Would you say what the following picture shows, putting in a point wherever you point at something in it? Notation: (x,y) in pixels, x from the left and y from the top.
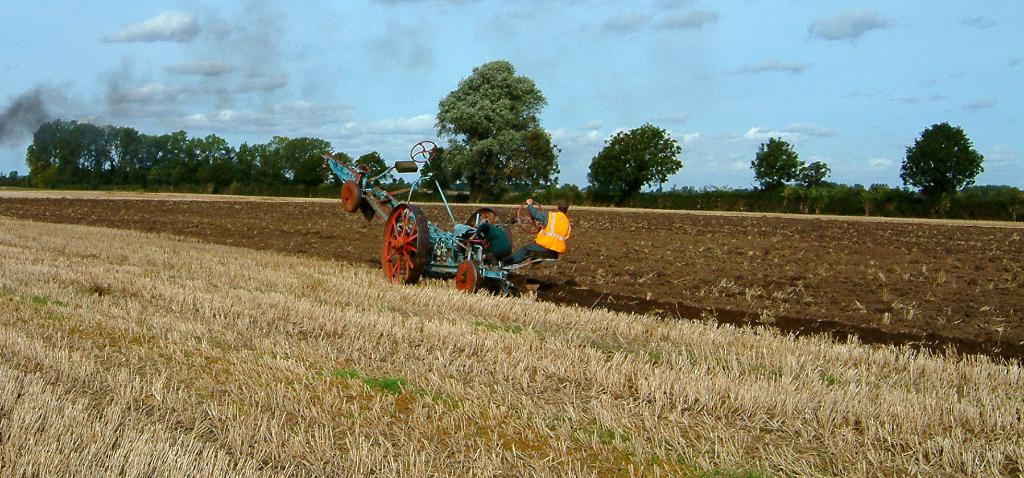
There is a person (494,235) riding a vehicle (484,274) on the ground (461,336). In the background (475,188) we can see trees (768,169) and sky (627,77) with clouds (215,75).
